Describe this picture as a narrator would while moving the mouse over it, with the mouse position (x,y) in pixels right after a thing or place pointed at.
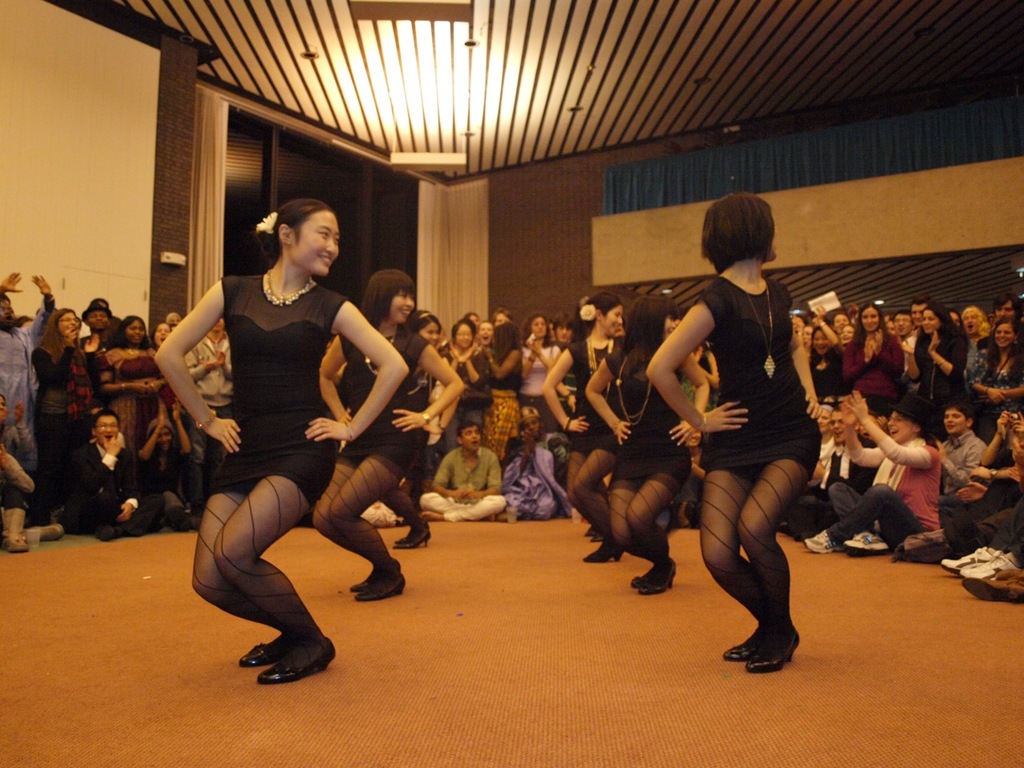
In this image we can see six girls (610,492) are dancing, they are wearing black color dress (575,449). Behind so many people (493,378) are present and they are cheering. The walls (554,222) are in brown color.
